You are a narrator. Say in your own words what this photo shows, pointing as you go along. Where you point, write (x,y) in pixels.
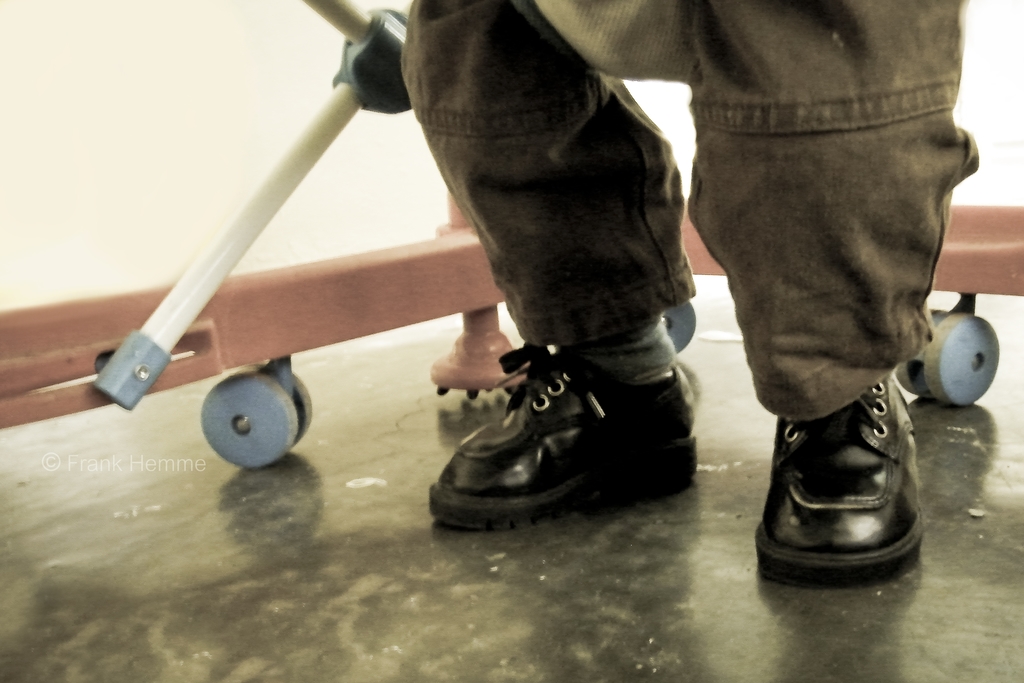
In the image there are legs (743,69) of a person (721,203) with shoes (854,536). Behind the legs (513,248) there are rods (416,265) with wheels (227,378). And there is a white background (13,266).
